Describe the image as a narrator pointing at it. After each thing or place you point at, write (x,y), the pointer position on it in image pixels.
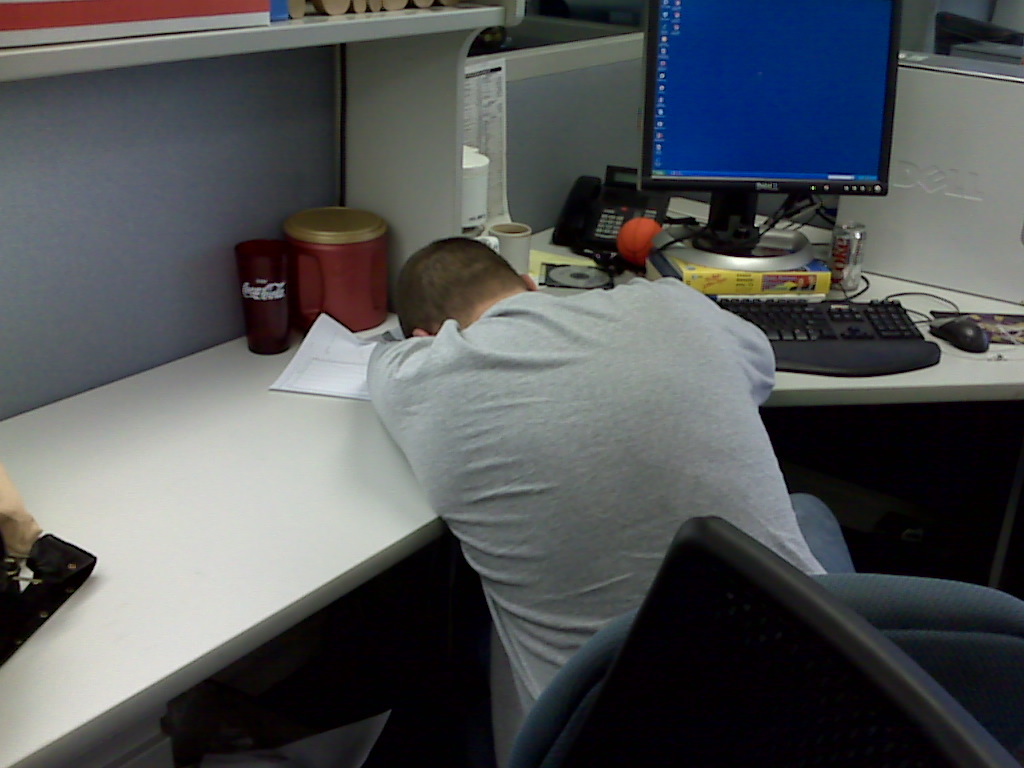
In this picture we can see a table (274,364) and there is a glass (274,277) and container (300,300), paper (321,334), keyboard (861,341), mouse (967,323), telephone (582,192) on the table (915,299). This is a cabin (556,99). here we can see a paper note (502,114) and a monitor screen (788,121). Here we can see one person (452,242) sitting on the chair (746,675) and laid his head (425,262) on the table (372,416).
